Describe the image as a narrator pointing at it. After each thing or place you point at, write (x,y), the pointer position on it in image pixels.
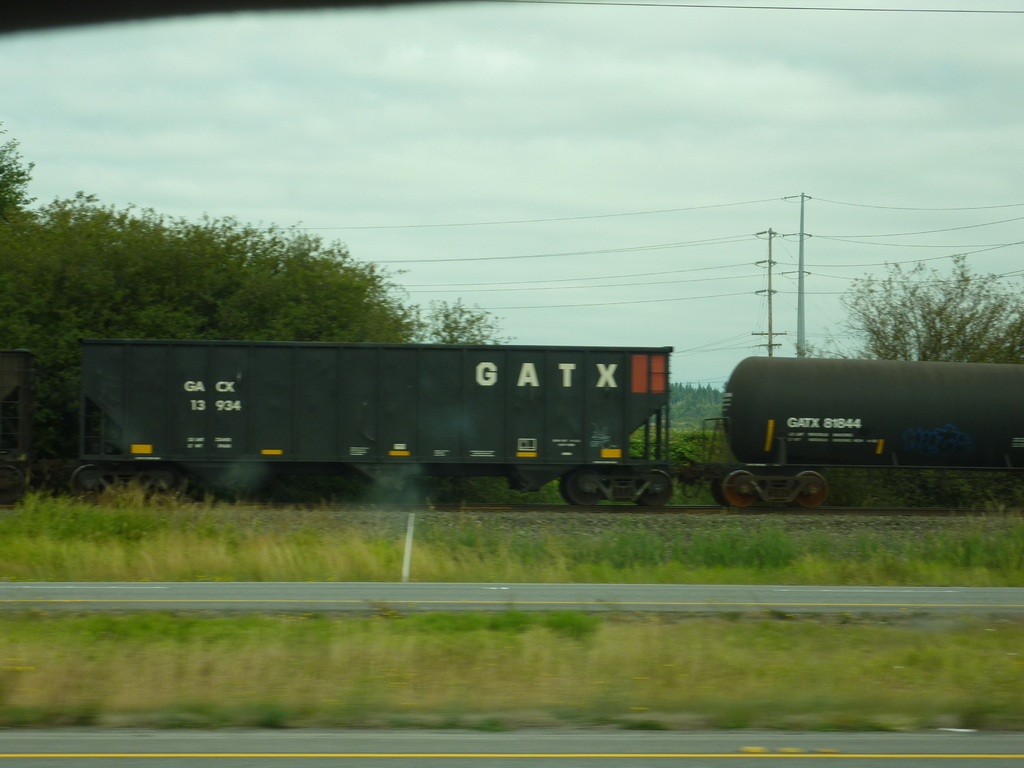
There are roads (503,608) and grassland (574,582) in the foreground area of the image (663,537), there are trees (697,395), poles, train (667,440), wires (484,290) and the sky (690,351) in the background (620,403).
